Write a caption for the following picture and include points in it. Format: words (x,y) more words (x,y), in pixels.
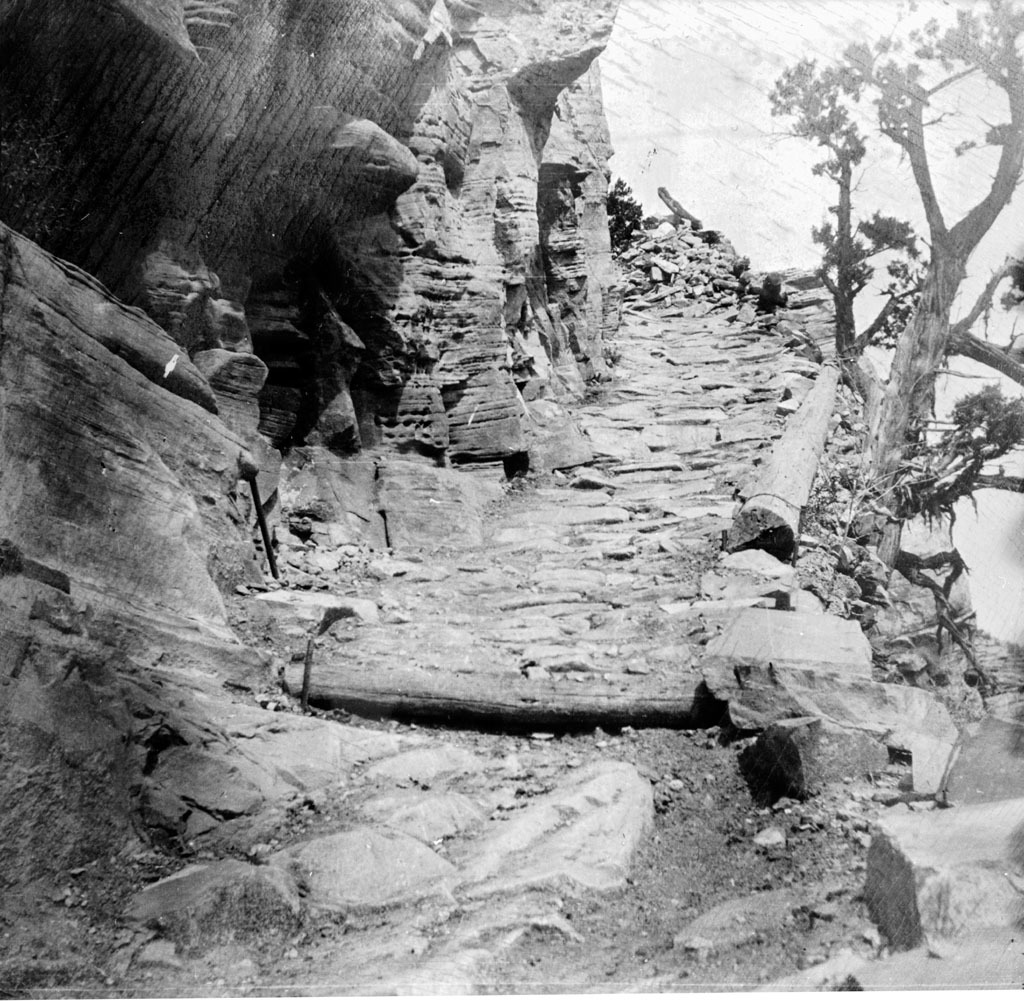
This is a black and white picture. In this picture, we see the wooden twigs (772,504), rocks (764,557) and stones (368,582). On the right side (950,469), we see the trees (899,341). On the left side (199,189), we see the rocks (283,214).
